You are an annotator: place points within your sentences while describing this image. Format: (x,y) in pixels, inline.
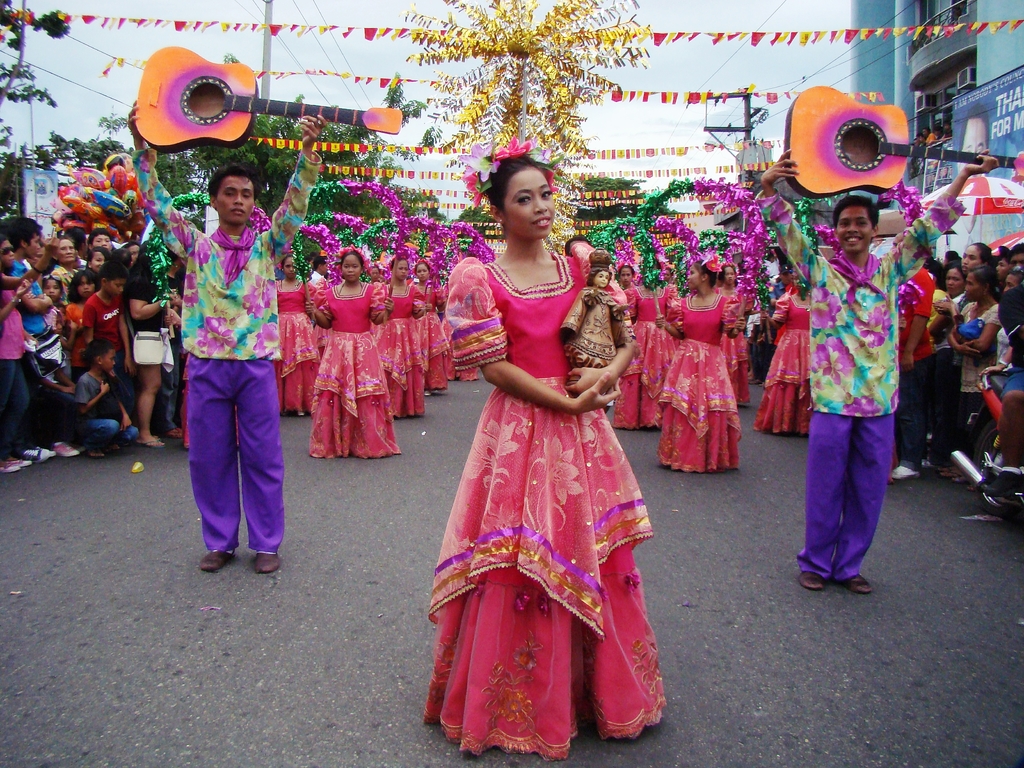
This is a picture taken in the road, on road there are group of people (385,330) performing the music. The two men (886,344) standing on the road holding a guitar (819,136). Background of this two men's (269,371) there are women's (407,318) performing the dance and there are other people (31,325) who are standing beside of them. Background of this people (53,306) is trees (363,177) and sky (373,52). In front of this two men (835,315) there is a woman (569,383) standing. The woman (534,379) is holding a sculpture (596,334).
